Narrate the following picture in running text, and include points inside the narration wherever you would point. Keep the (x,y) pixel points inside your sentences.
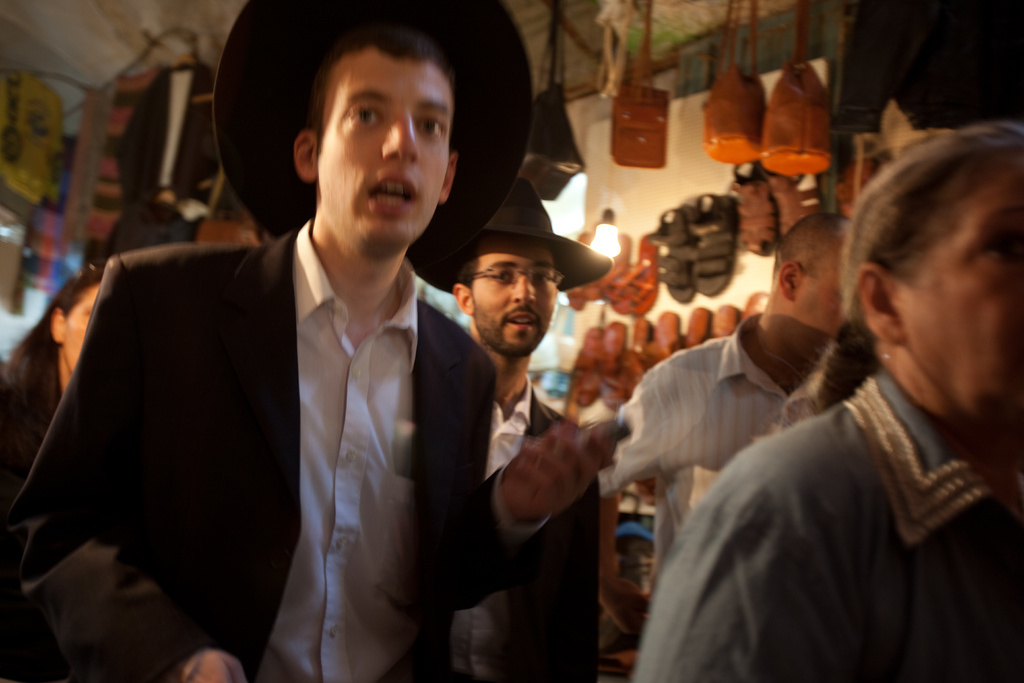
In this picture there are group of people (371,398). At the back (638,376) there are footwear's (590,360) on the wall (691,175). At the top (83,164) there are bags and there is a light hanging on the rod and there are clothes (188,130) hanging on the rod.
